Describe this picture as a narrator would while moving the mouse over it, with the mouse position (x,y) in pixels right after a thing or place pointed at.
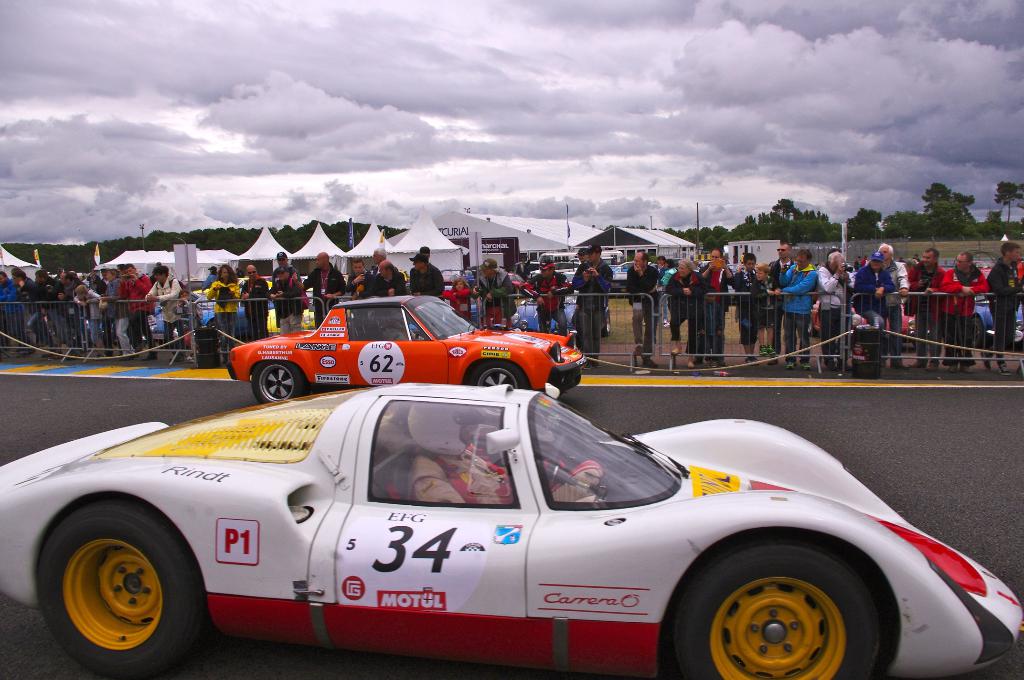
There are two vehicles (388,423) on the road (938,504). In the background (662,319), there is a fence (279,319), there are persons (330,282) standing, there are white color tents (628,248), there are trees (50,252) and there are clouds (609,99) in the sky (306,129).
